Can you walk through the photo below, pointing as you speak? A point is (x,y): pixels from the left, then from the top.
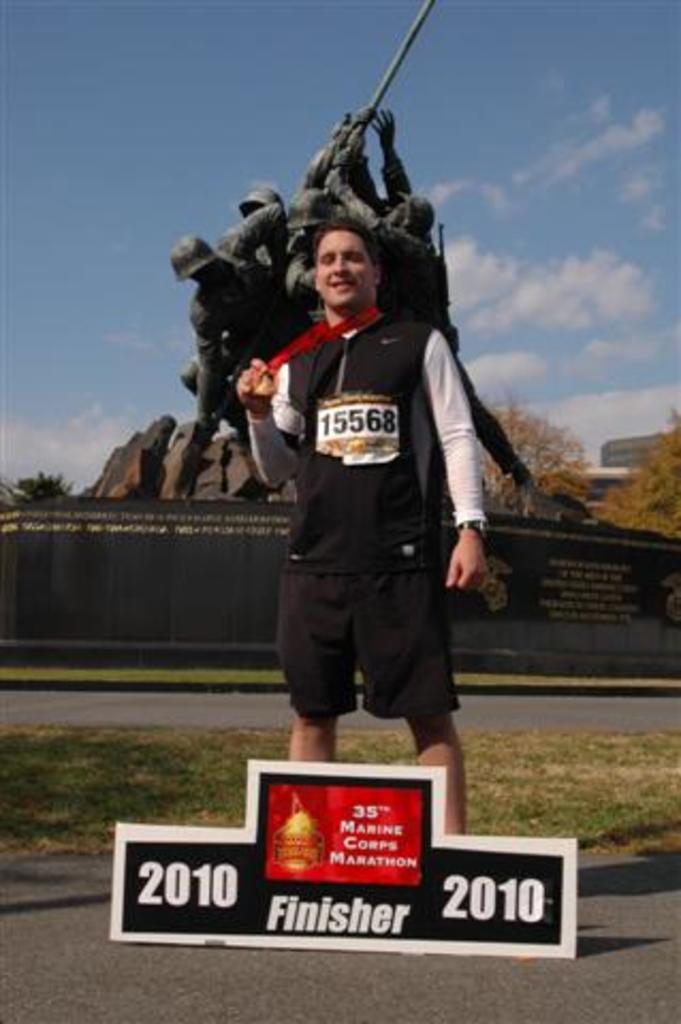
The man (383,646) in front of the picture is standing and he is smiling. Behind him, we see the statue (294,284) of the men (272,288). There are trees (653,458), rocks (221,469) and buildings (620,455) in the background (557,486). At the top (512,81), we see the sky (533,206) and the clouds (579,325). At the bottom (113,839), we see the grass (123,785) and the road (6,874). We see a sticker (193,882) or a poster (279,895) in black and red color with some text (485,892) written on it.
